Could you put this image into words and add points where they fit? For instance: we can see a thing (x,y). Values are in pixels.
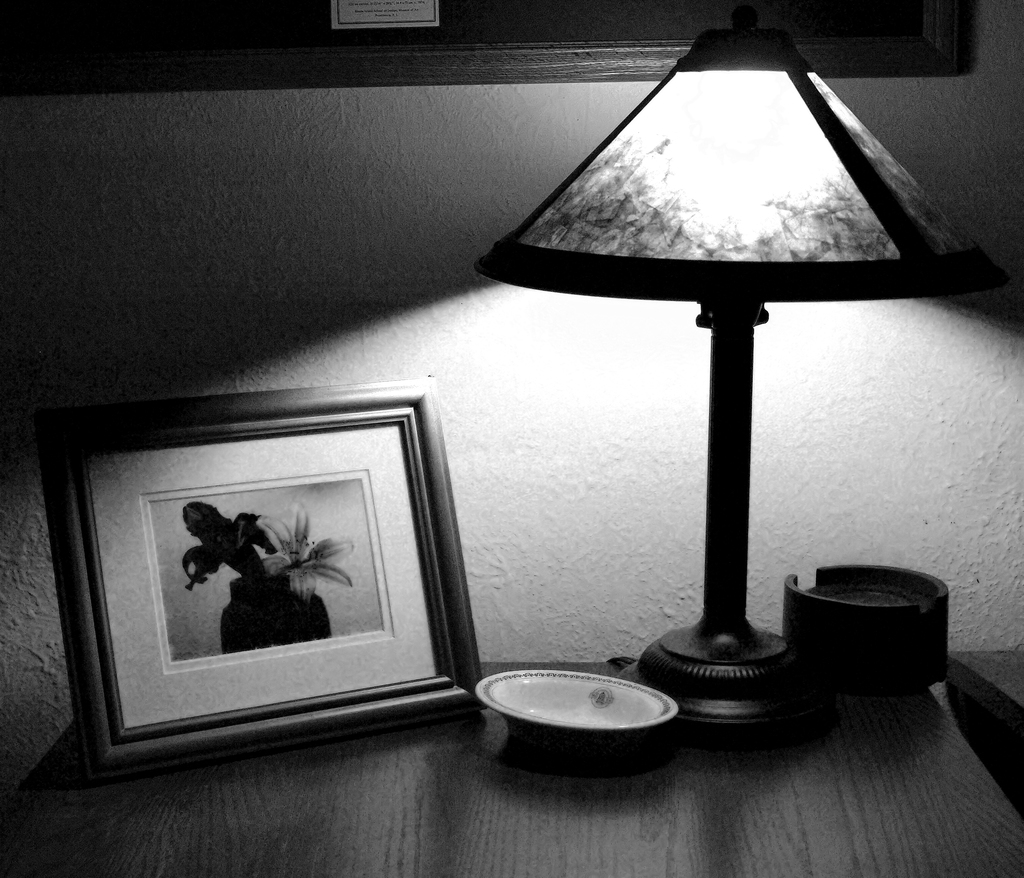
In this picture there is a table (662,820). A photo frame (366,661) and a lamp (633,261) on the table (778,777). The table (796,848) is beside a wall (535,451) painted in white.
